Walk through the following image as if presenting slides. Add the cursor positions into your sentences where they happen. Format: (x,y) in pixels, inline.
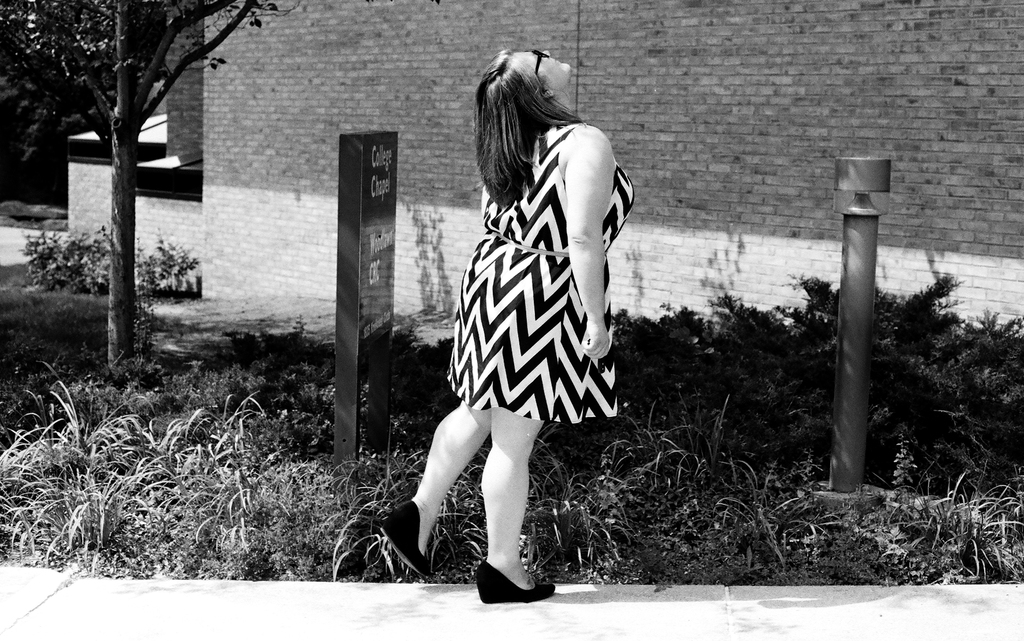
This is a black and white image. In this image we can see a woman (522,587) standing on the ground (583,604). We can also see some plants (682,568), grass (594,563), tree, a pole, board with some text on it and a building (722,237).
